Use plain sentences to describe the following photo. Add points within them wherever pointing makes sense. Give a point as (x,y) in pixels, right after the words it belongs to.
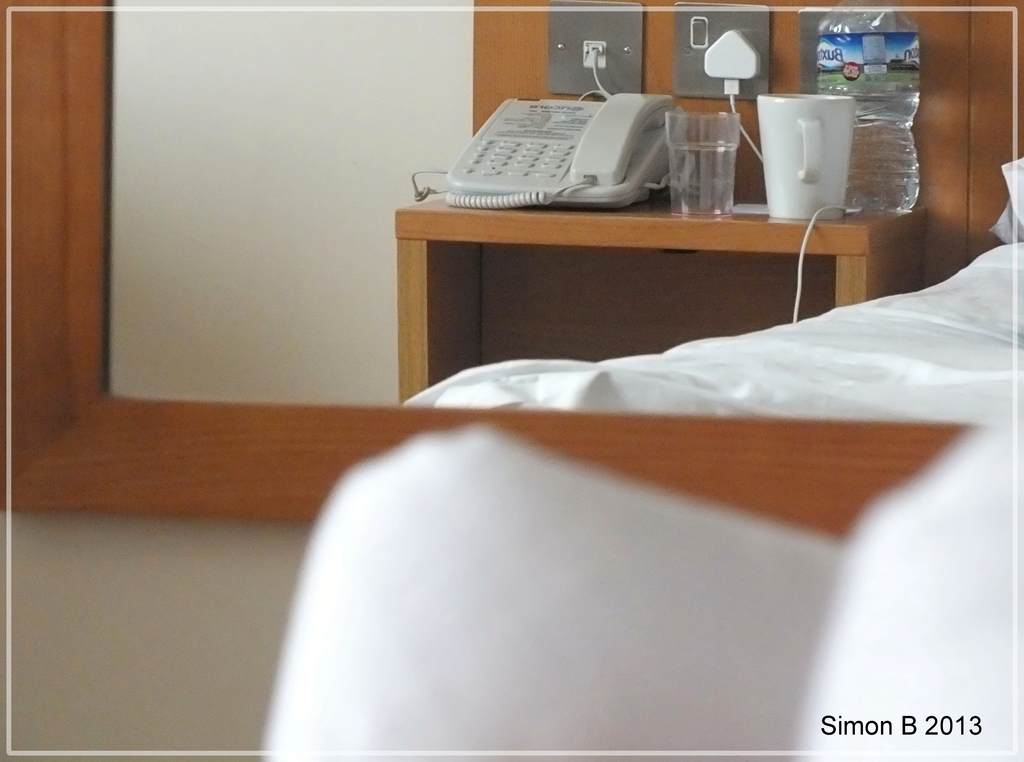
In this picture there is a mirror (132,137), through which a telephone (569,159), glass (728,176), cup (834,168) and a water bottle (856,51) can be seen which were placed on the desk (623,224). There is a bed (778,351) here.
